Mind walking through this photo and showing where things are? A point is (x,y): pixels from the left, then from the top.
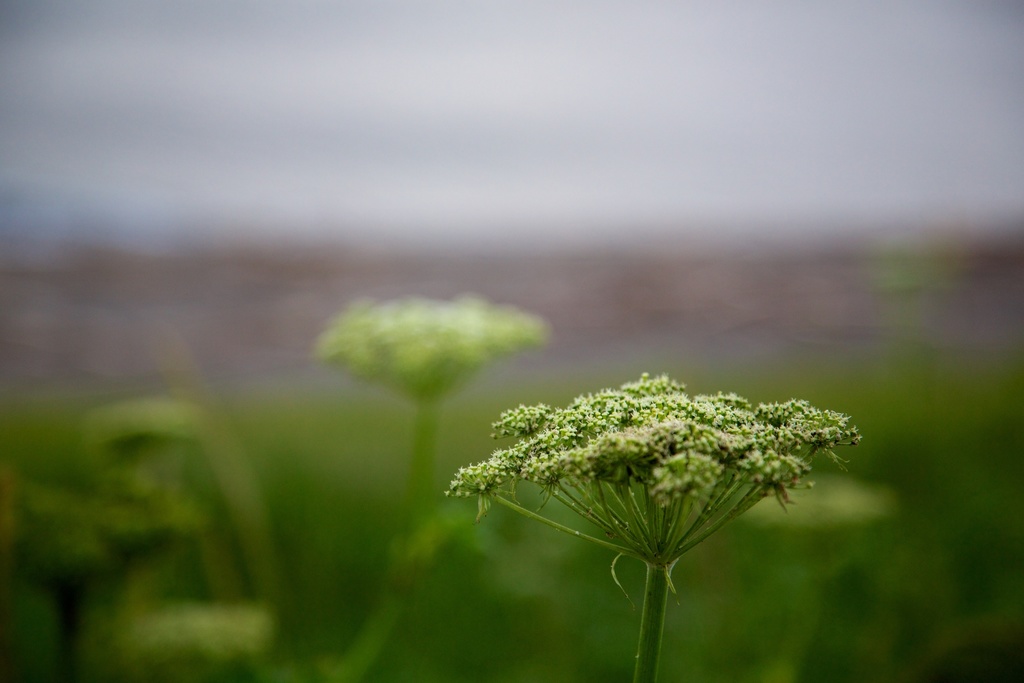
In this image there is a plant (628,450) and behind there is a illusion of other plants (845,509).
